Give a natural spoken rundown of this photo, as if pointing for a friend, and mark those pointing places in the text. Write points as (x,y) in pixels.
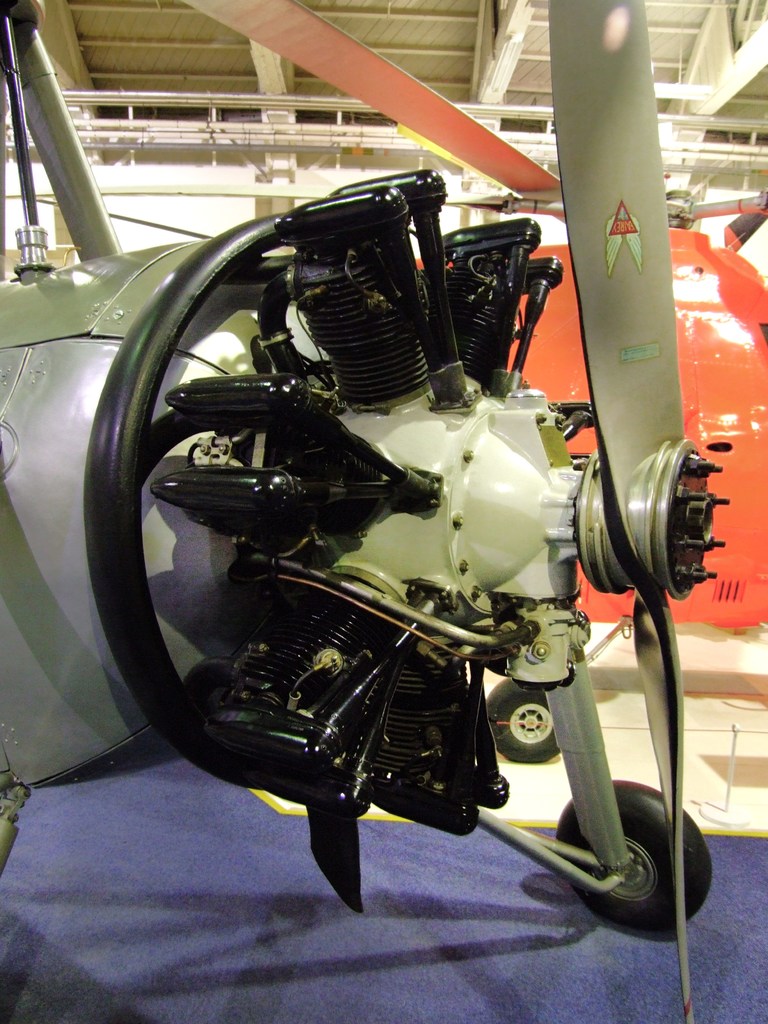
In the image there is a front part of a plane (516,539) with a fan (643,205) and also there are parts of the plane (445,719). Behind the plane (509,246) there is another plane (712,280) with fans (352,74) at the top (324,33). And at the top of the image (428,80) there is ceiling (261,54) with rods (263,99).
